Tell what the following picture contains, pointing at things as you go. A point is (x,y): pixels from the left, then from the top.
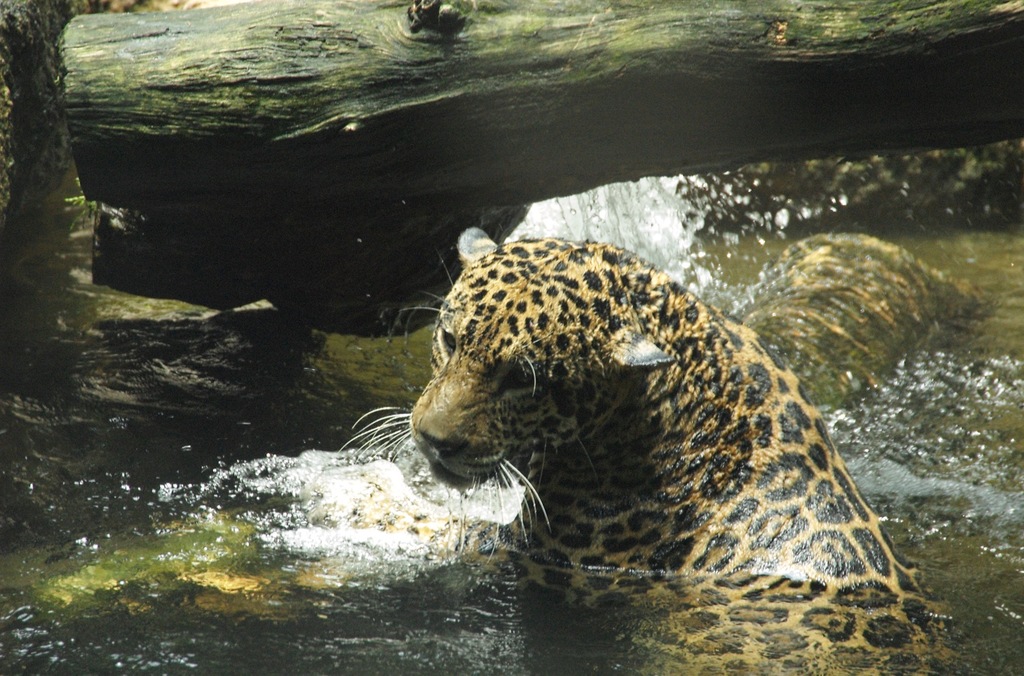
In the picture we can see water (979,354) in it we can see a jaguar (901,675) and near to it we can see a rock surface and behind it we can see a tree log (563,14).
